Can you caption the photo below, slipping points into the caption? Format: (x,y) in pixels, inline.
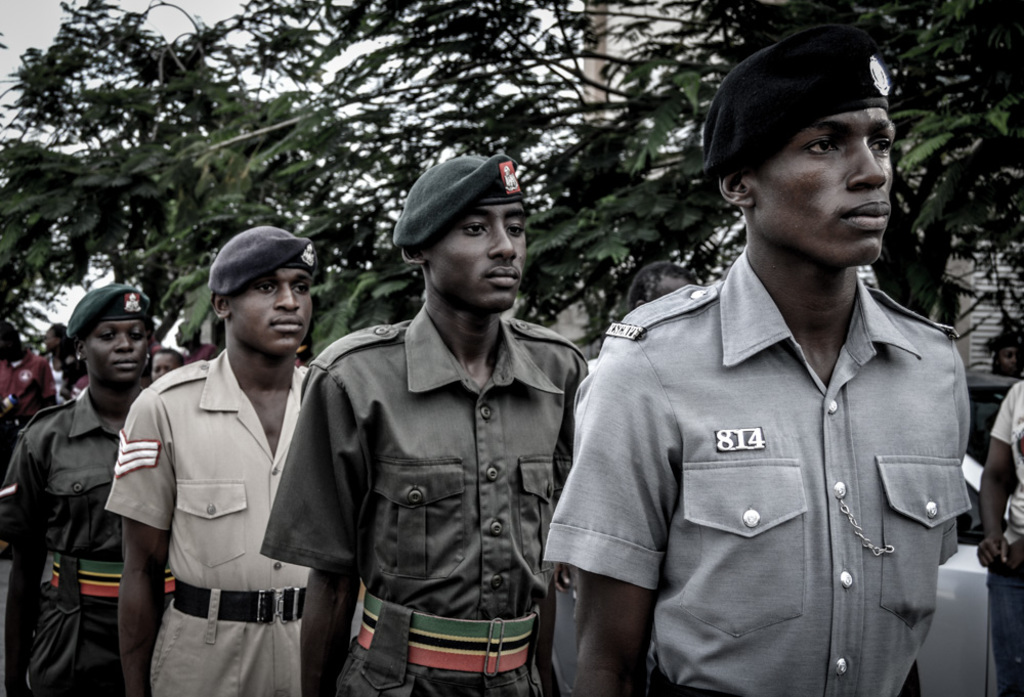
In this image I can see four persons (395,506) standing. Also there are group of people (21,343), there is a vehicle (970,603), a building (596,115) and there are trees (328,126). And in the background (416,121) there is sky (274,24).
